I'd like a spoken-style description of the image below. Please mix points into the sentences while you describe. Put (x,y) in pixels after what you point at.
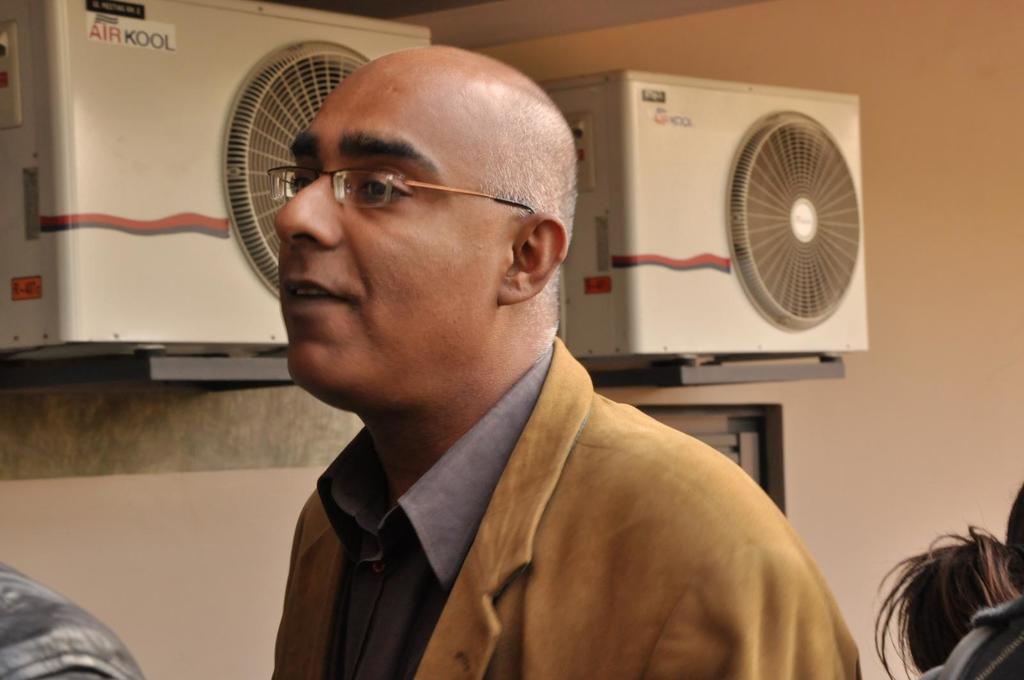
In the image there is a bald headed man (498,362) in yellow jacket (543,568) in specs (384,194) and it seems to be two persons (953,628) on either side, in the back (92,83) there are exhaust fan machines (250,150) on the wall (920,337).
